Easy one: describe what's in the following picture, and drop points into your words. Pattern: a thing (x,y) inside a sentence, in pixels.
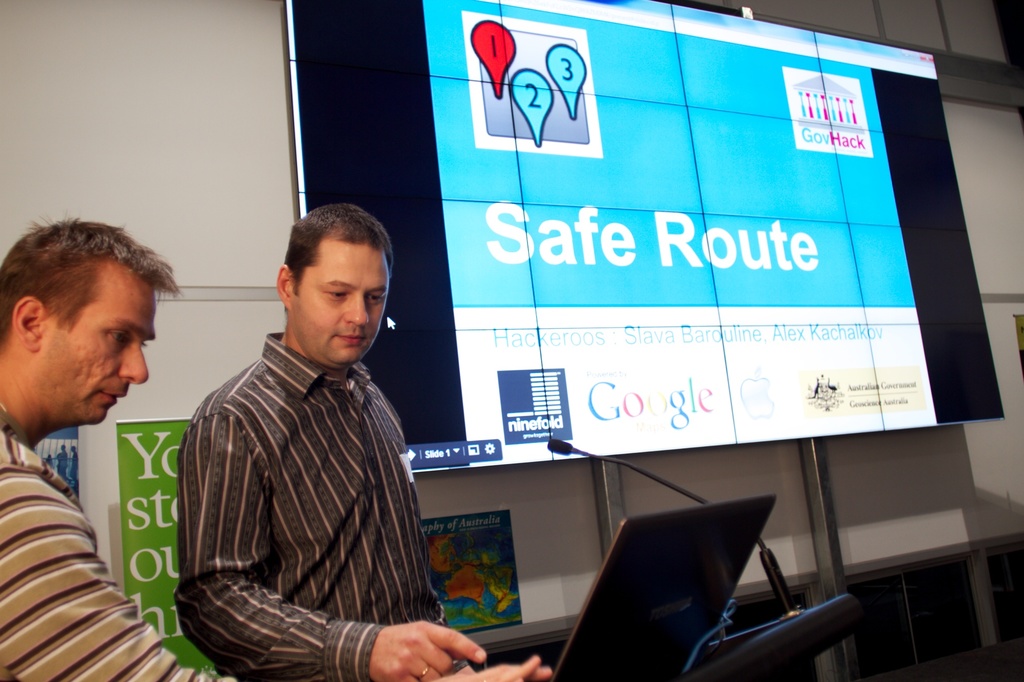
In-front of this wall (98,74) there is a screen (444,109). Here we can see people (281,568). Backside of these people (299,583) there is a map (509,598) and hoardings (149,465). On this podium (761,630) there is a mic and laptop (707,603).
